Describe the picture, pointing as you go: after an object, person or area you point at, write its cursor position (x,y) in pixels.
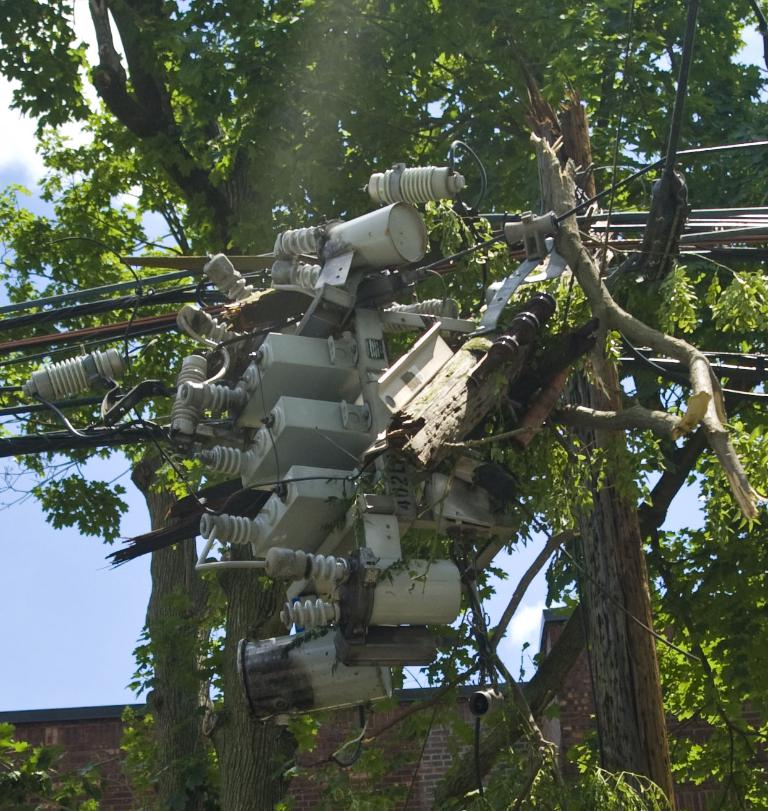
In the center of the image (396,296) we can see transformer (334,550) and wires (176,299). In the background (456,135) we can see trees (231,176), building (113,728) and sky (61,620).
